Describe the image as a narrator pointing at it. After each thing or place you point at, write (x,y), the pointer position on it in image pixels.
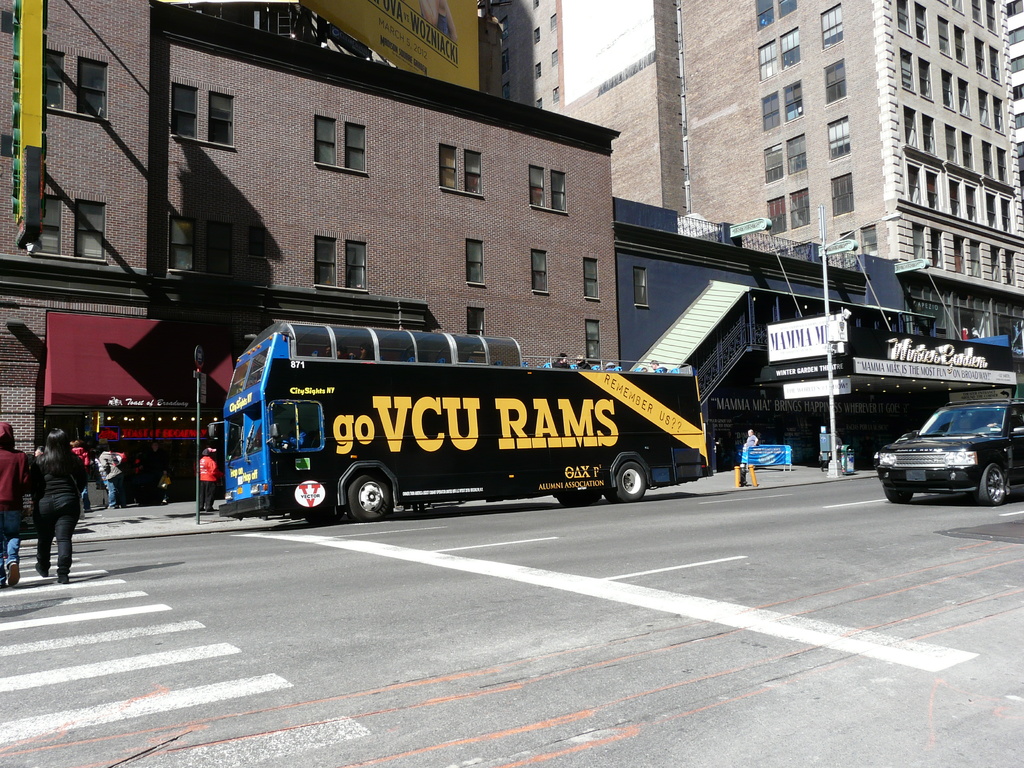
In this image we can see there are buildings (671,184). And there are vehicles (971,483) on the road (586,528) and there are people (42,501) walking on the road (199,547). There is a pole (834,351), street light (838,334), board (772,350) and the sky (642,52).
